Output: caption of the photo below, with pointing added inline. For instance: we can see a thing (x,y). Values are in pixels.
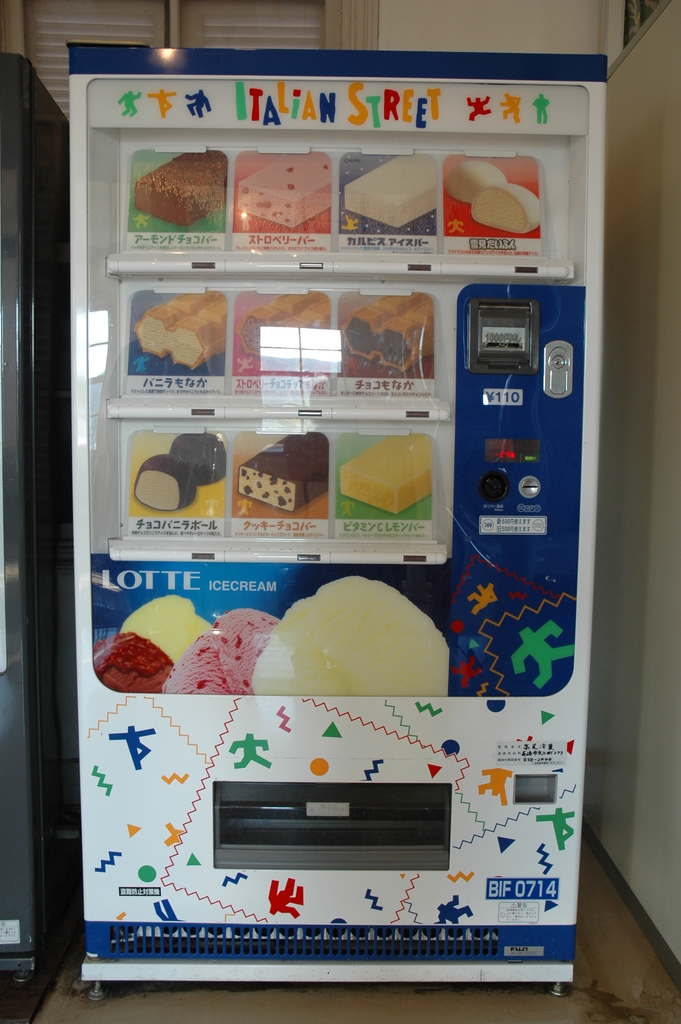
This is a vending machine (283,598) and there are some food items (274,487) in this machine (276,473) and here is a chocolate (267,482) and this is a cake (381,475) and there are some items (371,479) all over the machine (250,223). Here is the place where we have to insert our currency and here is the place we have to collect your selected food item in the machine (317,813). The machine (304,855) is placed on the floor (355,1011), beside the machine (494,708) there is a wall (661,362). Behind this machine (252,93) a window (176,39) is located.
